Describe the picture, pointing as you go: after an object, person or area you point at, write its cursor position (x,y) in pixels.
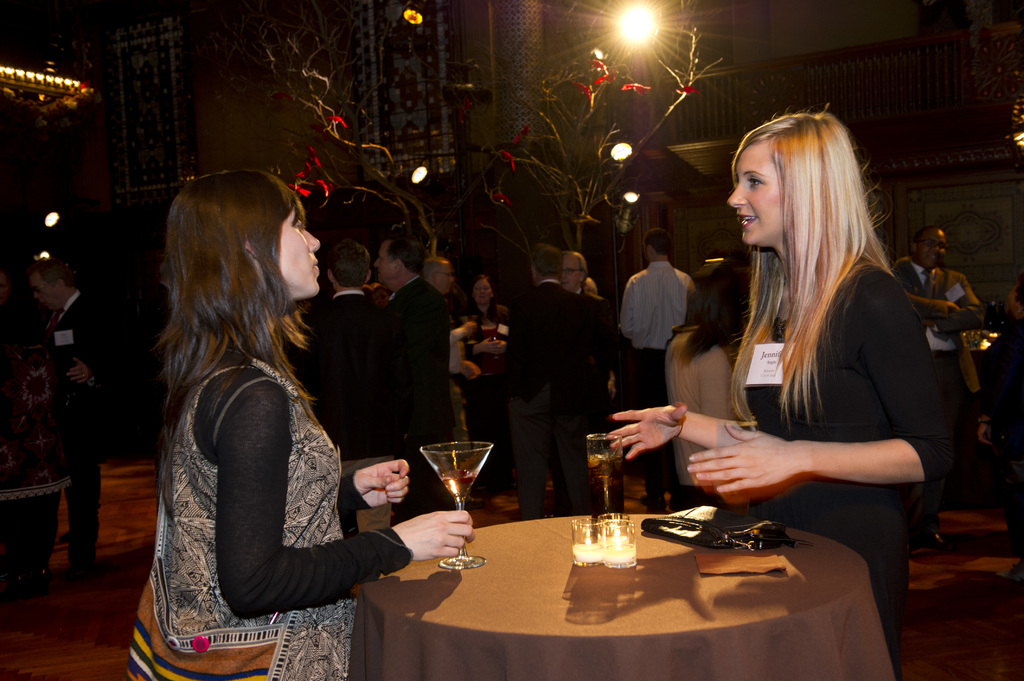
In this image there are group of people (377,343) who are standing, and in the foreground (389,479) there are two women (389,479) who are standing and talking and one woman (288,579) is holding a glass (478,459). In front of them there is one table (632,598), on the table (821,588) there are some glasses (627,516) and hand bag (735,525). In the background (457,124) there are some plants (692,43), lights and building (388,66). On the left side (53,510) there are some people (28,501).
